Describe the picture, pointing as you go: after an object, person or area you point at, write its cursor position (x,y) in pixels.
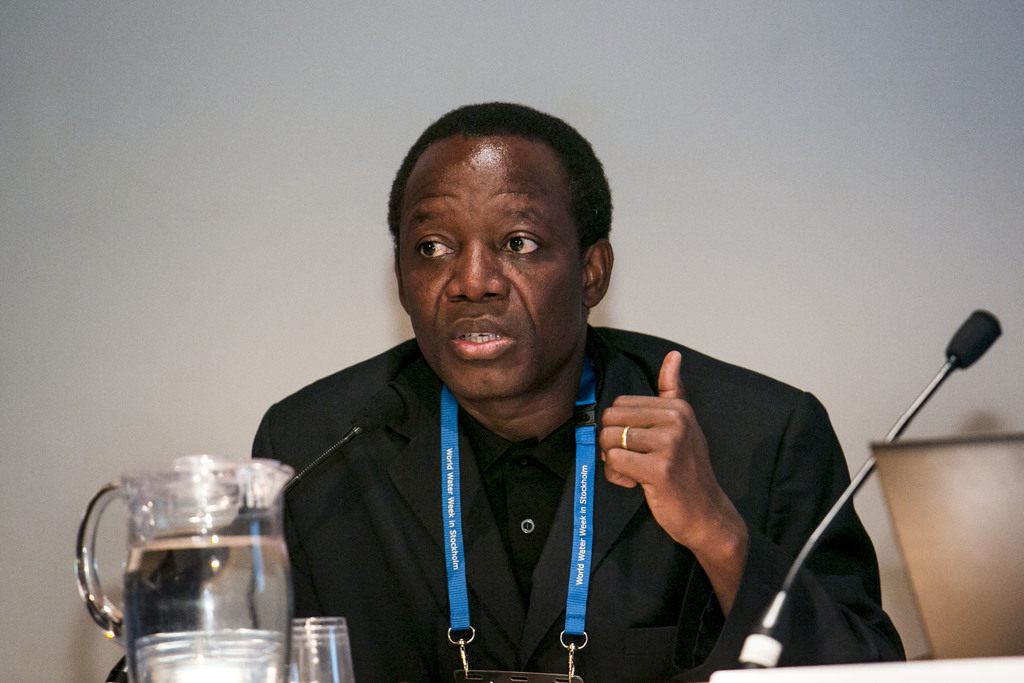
In the foreground of the picture (309,636) there are glasses (309,636), jar (188,576) of water (194,540), mic (760,658) and a person (610,479) in black shirt (538,501) wearing an identity card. On the right (956,529) there is a laptop (955,551). In the background (869,191) it is wall (788,189) painted white.
